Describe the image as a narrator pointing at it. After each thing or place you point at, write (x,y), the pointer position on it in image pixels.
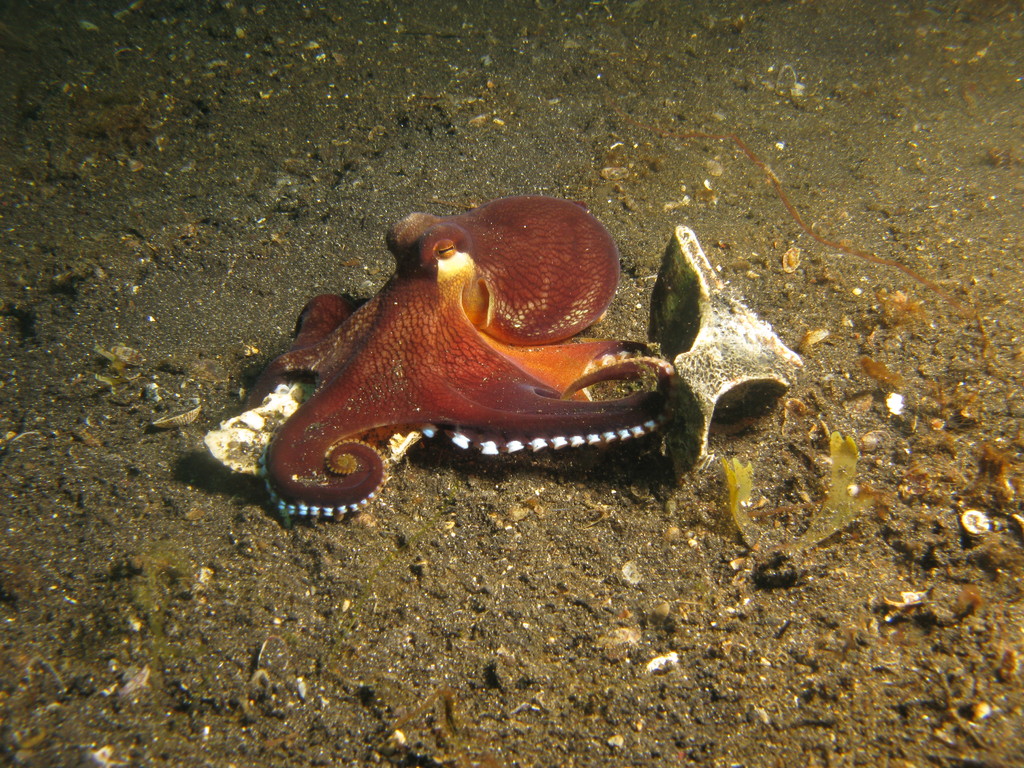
In this picture we can see an octopus (500,217) and a few leaves (816,522) on the sea floor (325,705).
